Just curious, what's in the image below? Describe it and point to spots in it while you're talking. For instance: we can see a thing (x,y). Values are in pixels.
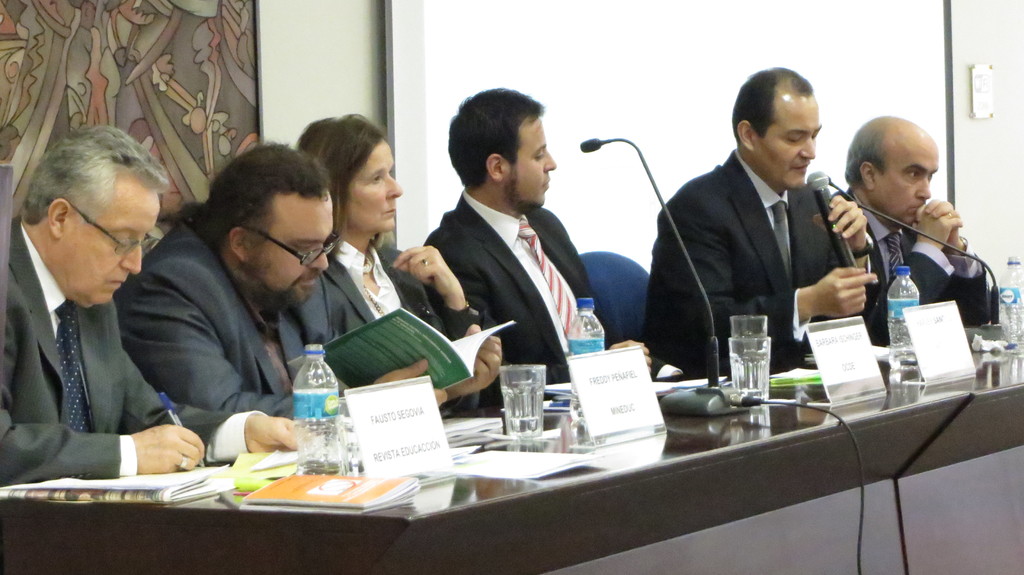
In the center of the image (493,345) we can see a group of people (475,297) are sitting on the chairs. On the left side of the image (123,337) we can see a man (299,296) is holding a book (380,359) and another man (172,443) is holding a pen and writing. On the right side of the image (729,208) we can see a man (790,198) is holding a mic (825,180). At the bottom of the image (715,452) we can see a table (732,452). On the table (808,485) we can see the bottles (1016,292), glasses (750,359), boards (602,436), books (314,487), papers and wire (860,459). In the background of the image (475,84) we can see the wall (330,45), boards (216,74), screen (778,24).
